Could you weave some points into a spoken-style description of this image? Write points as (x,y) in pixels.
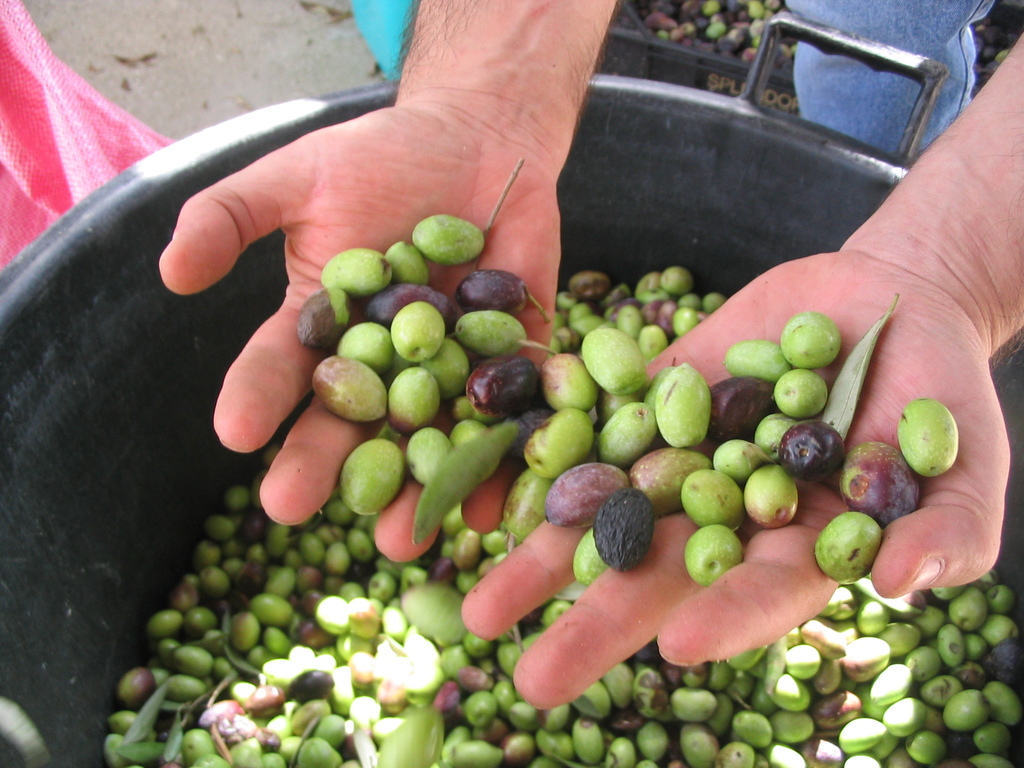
Here in this picture we can see some fruits (426,325) present in the person's hand (432,278) and below that also we can see the same fruit (232,554) present in the bowl (132,263) over there.
